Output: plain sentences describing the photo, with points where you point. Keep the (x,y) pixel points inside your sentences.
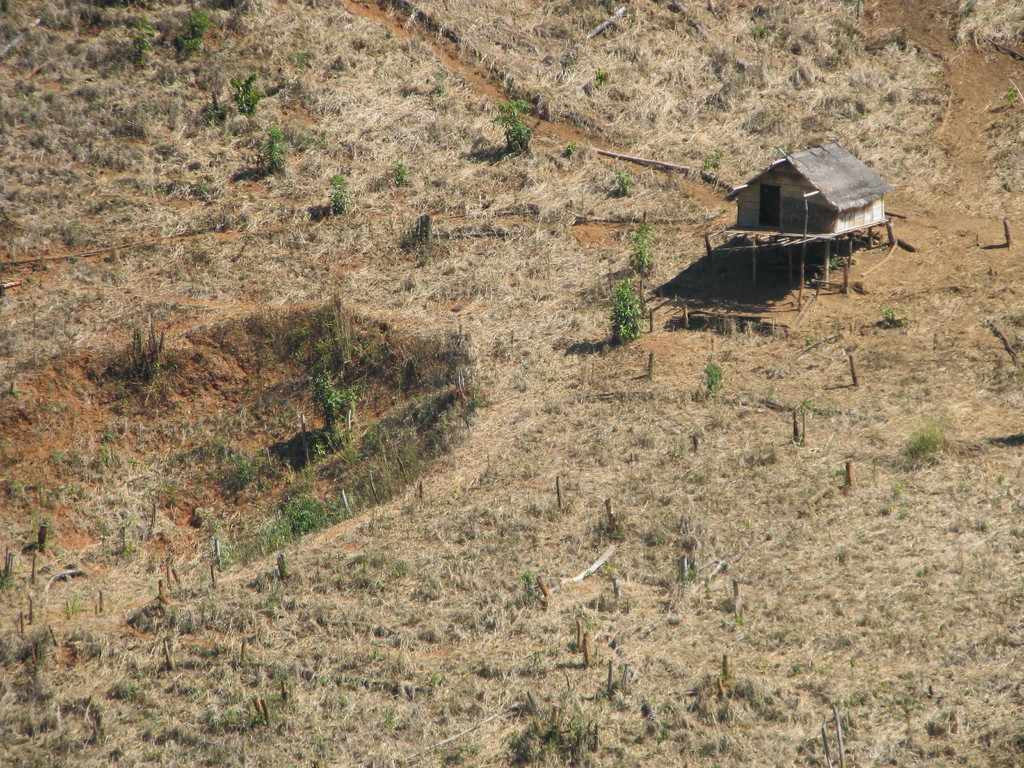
In the image in the upper right (868,111) we can see one hut (805,193), plants (924,428) and grass (524,500).
